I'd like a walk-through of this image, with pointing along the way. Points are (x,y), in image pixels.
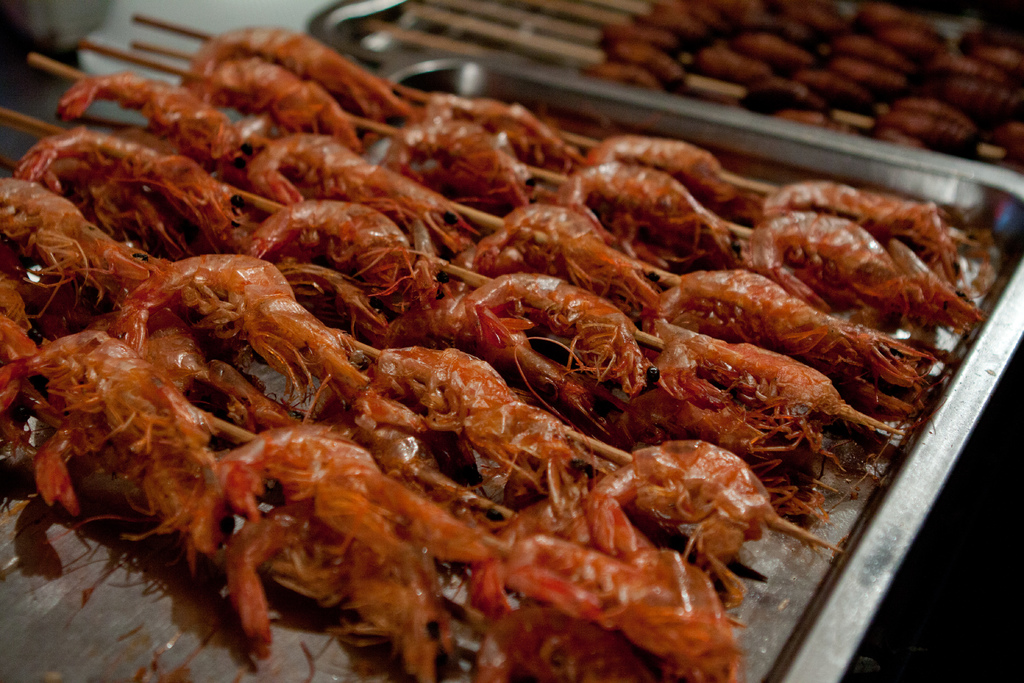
In this image there are two trays (818,168) with shrimps (441,507) and other food (1016,132).
